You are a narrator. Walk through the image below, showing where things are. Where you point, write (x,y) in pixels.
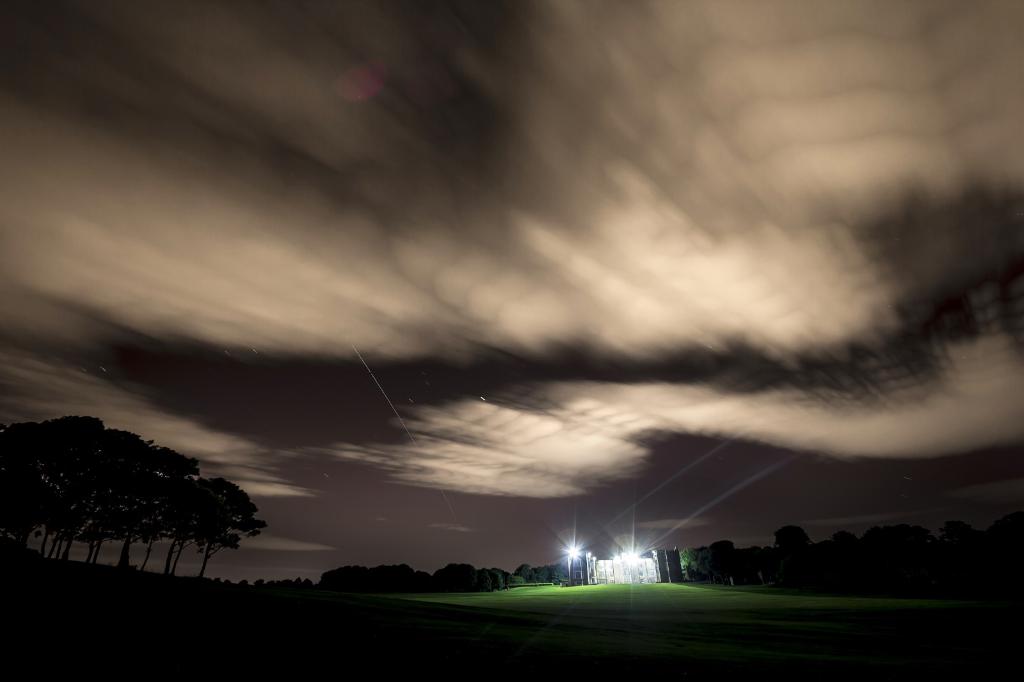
This picture shows a building (629,576) and we see trees (188,487) and a cloudy sky (594,374) and we see lights (628,552) to the building (658,565).
